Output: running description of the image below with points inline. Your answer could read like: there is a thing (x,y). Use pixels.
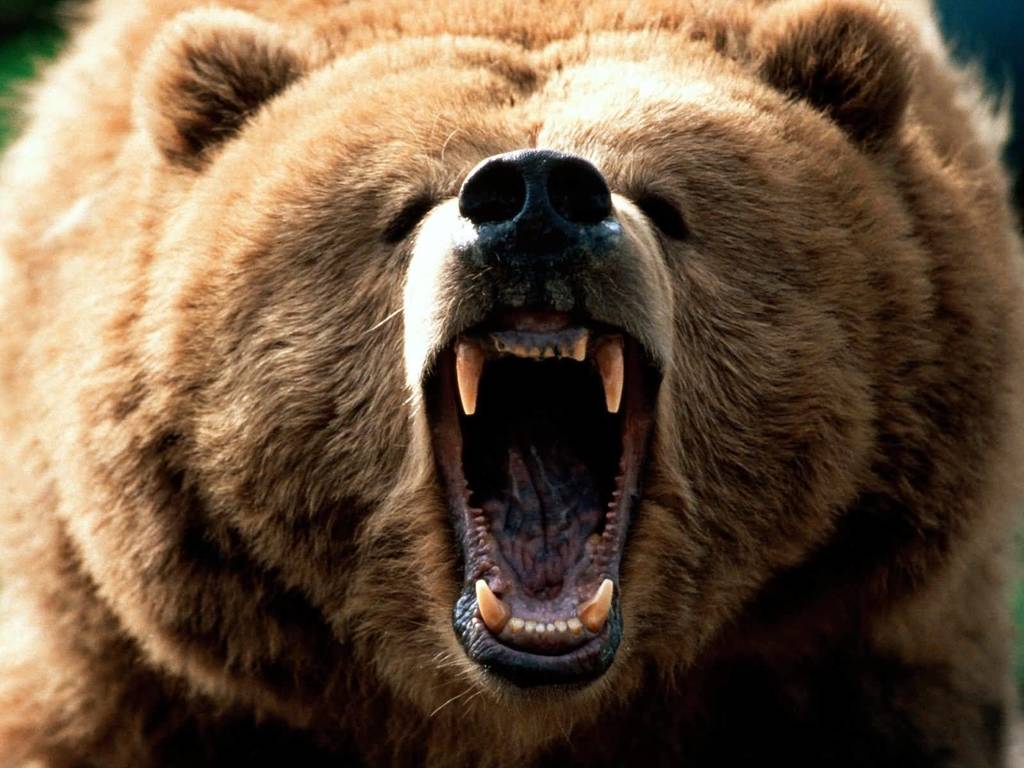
In this picture we can see a brown bear (604,475). Here we can see jaws (559,611) of a bear (159,299).
